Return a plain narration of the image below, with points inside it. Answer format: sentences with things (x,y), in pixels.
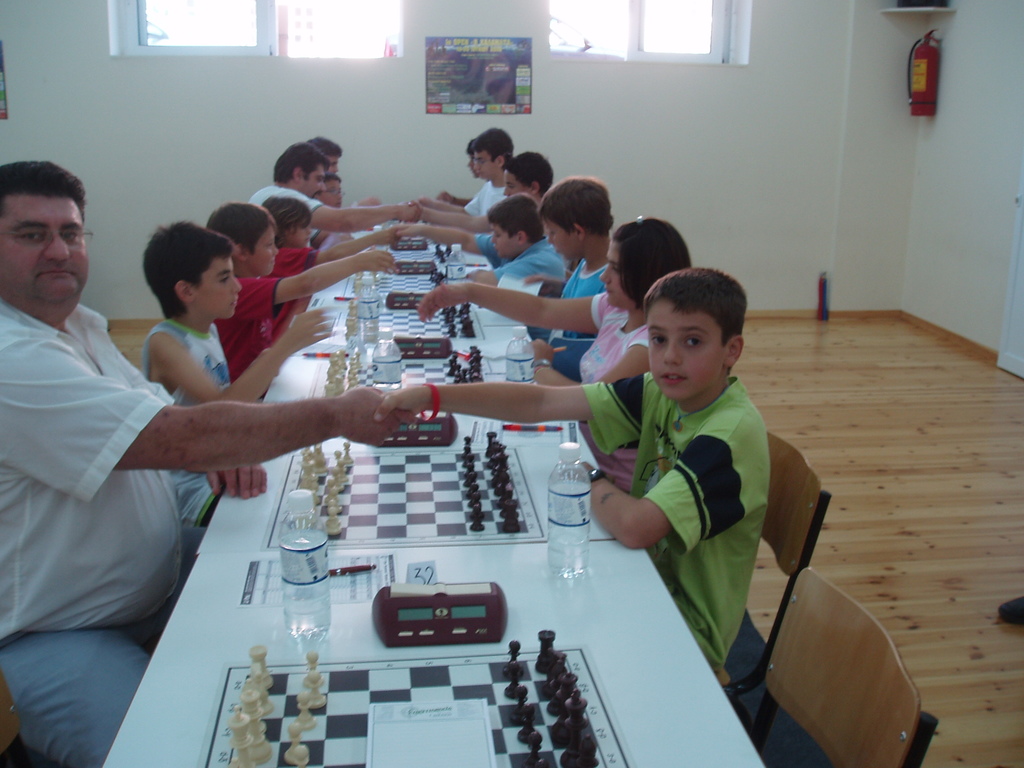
In the center of the picture (377,286) there are tables (578,642), chess boards (382,472), chess coins (467,481), water bottles (381,387), papers (336,584), pens (506,429) and stopwatches (484,584). On the right (818,586) there are people (619,346) sitting on chairs (863,727). On the left (247,370) there are people (172,291) sitting on chairs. In the background (229,54) there are windows (583,30) and poster (471,84). At the top right (923,115) there is a fire extinguisher (936,91).
